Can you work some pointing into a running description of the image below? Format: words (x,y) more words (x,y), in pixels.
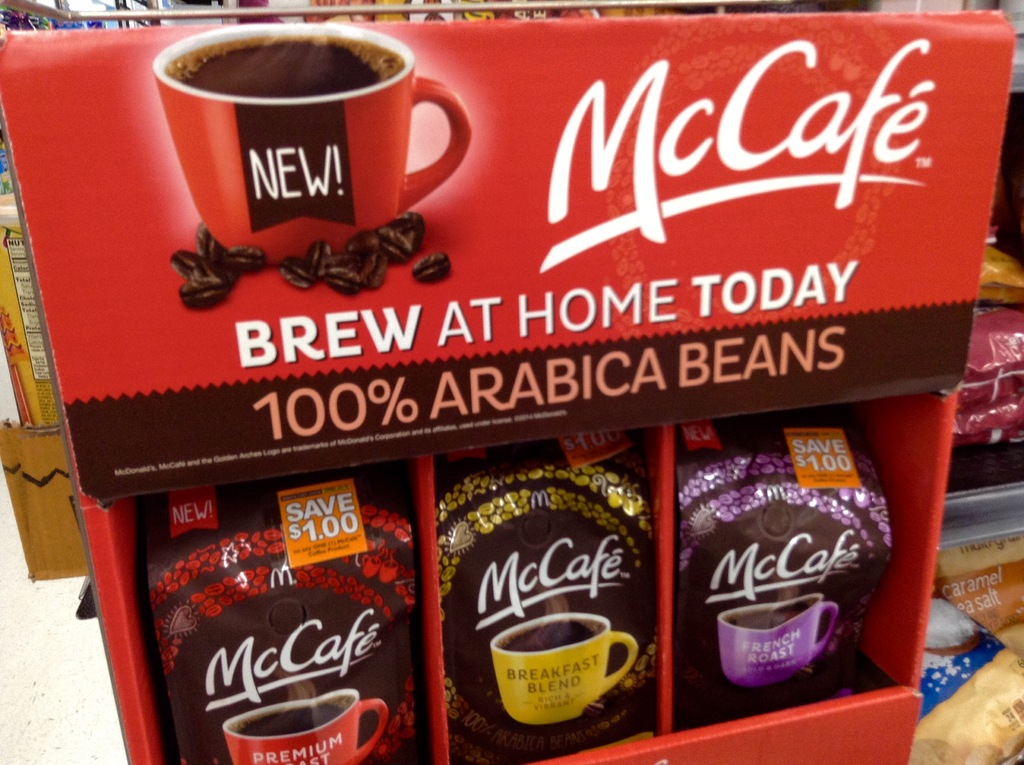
We can see packets (557,554) in a box (445,245) and we can see cup image (342,174) on this box (772,248), beside this box (982,195) we can see packets (976,547).
